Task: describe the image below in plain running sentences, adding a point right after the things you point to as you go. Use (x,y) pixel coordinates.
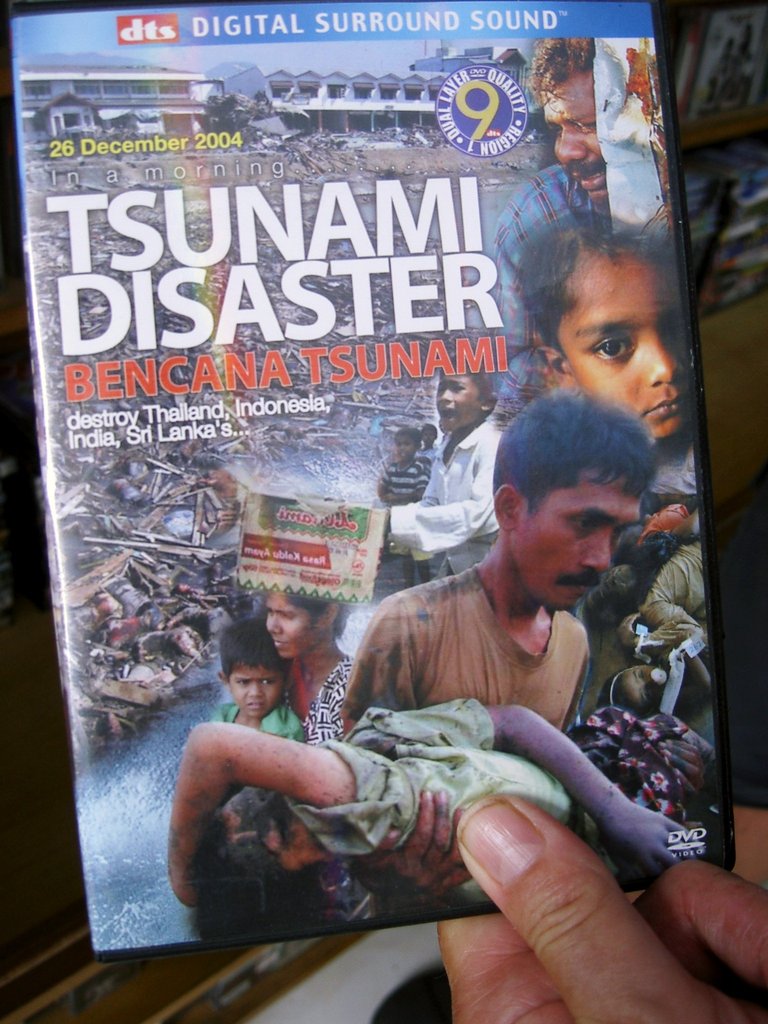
In this image we can see a person's hand (510,927) holding a compact disc (458,718).
